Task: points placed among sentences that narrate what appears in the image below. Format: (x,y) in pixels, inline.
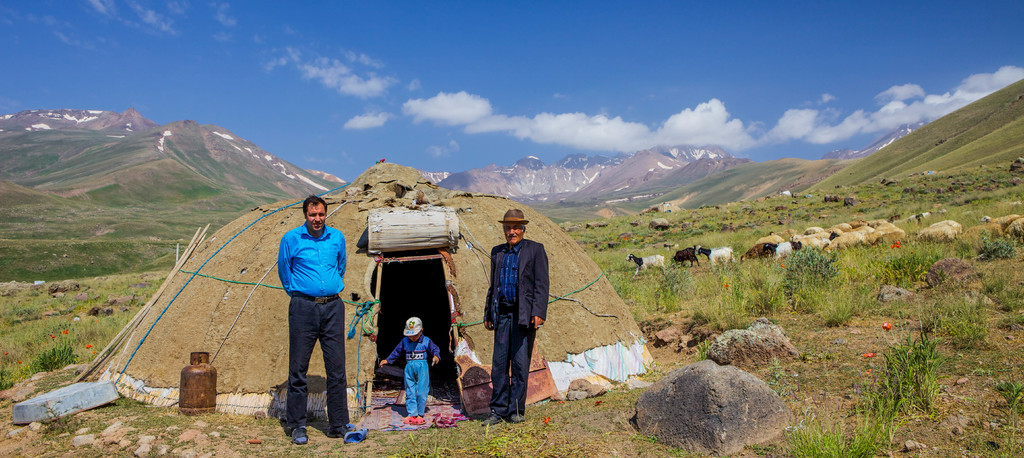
In this picture, we see the man (282,255) in blue shirt (319,265) and the man (506,293) in a black blazer (528,309) and hat (520,212) are standing. In between them, the boy (406,351) in blue shirt (419,343) and white cap (416,330) is standing. Behind them, we see a tent (241,303). Beside that, we see a cylinder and rocks (717,376). At the bottom of the picture (790,383), we see the grass (833,428). On the right side (712,260), we see sheep (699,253) and goats (655,261) are grazing in the field (775,260). There are hills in the background (682,186). At the top of the picture (485,75), we see the clouds (721,118) and the sky (603,73).
